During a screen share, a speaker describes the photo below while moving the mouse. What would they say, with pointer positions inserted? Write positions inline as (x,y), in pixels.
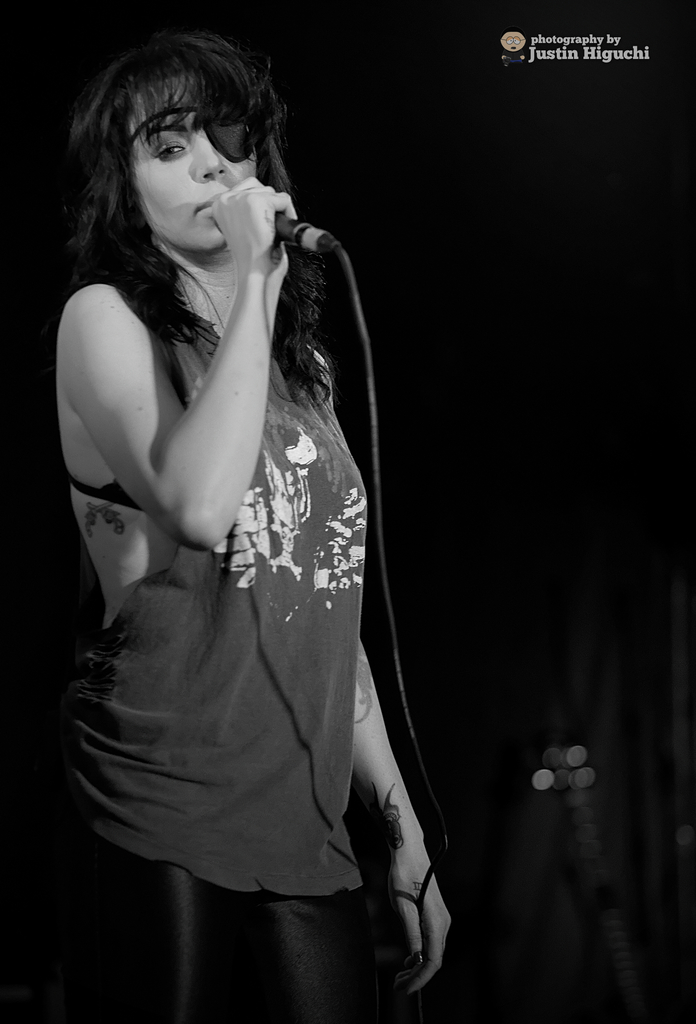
In this image I can see a woman (93,325) standing and holding a mic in her hand (248,217).
